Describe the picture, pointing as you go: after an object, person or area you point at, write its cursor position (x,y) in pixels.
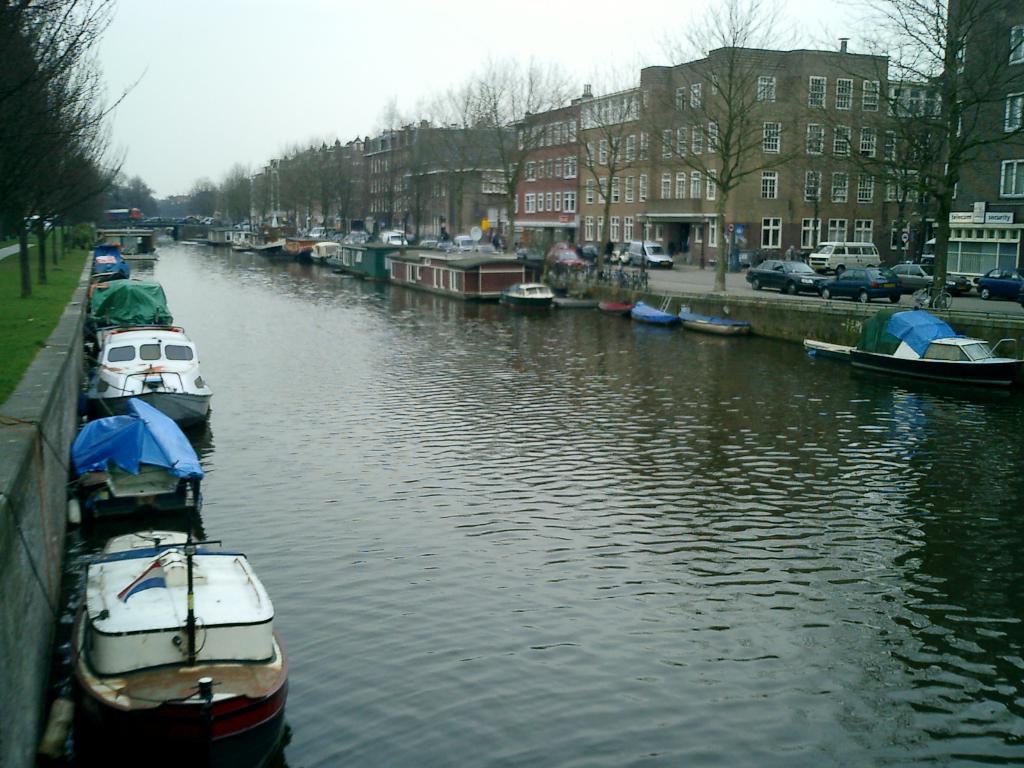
In the image there is a river (319,643) and beside the river (326,671) there are many boats (123,645) and around the river (348,689) there are many buildings (991,148), trees (38,191) and vehicles (787,265).
